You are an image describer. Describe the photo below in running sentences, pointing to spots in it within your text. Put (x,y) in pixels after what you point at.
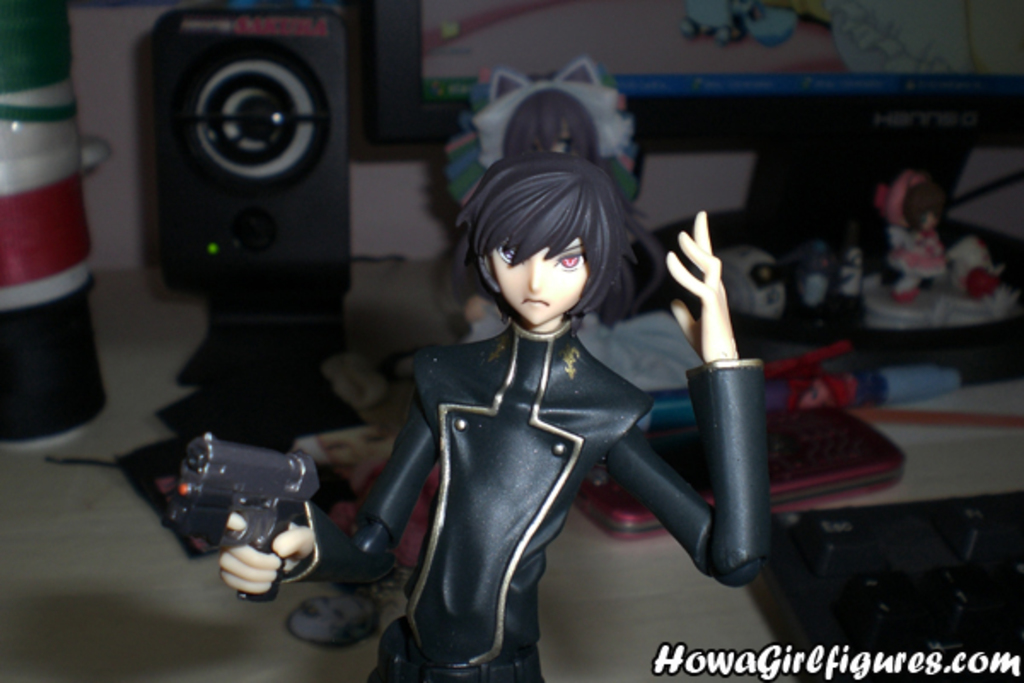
An action figure (461,541) is holding gun (264,534) in the hand (287,549), here there is an object (66,317) and a speaker (228,158), here there are toys (856,267), this is monitor (647,79).
